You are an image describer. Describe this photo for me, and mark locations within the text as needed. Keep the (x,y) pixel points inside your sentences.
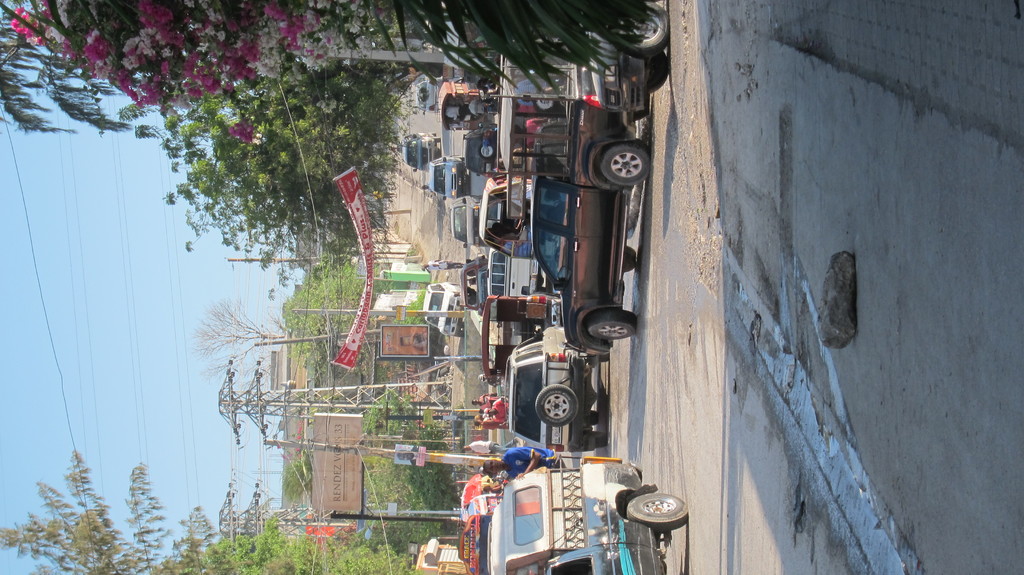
In this picture we can see vehicles (631,480) and people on the ground (684,369) and in the background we can see buildings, trees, poles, banner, posters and the sky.
